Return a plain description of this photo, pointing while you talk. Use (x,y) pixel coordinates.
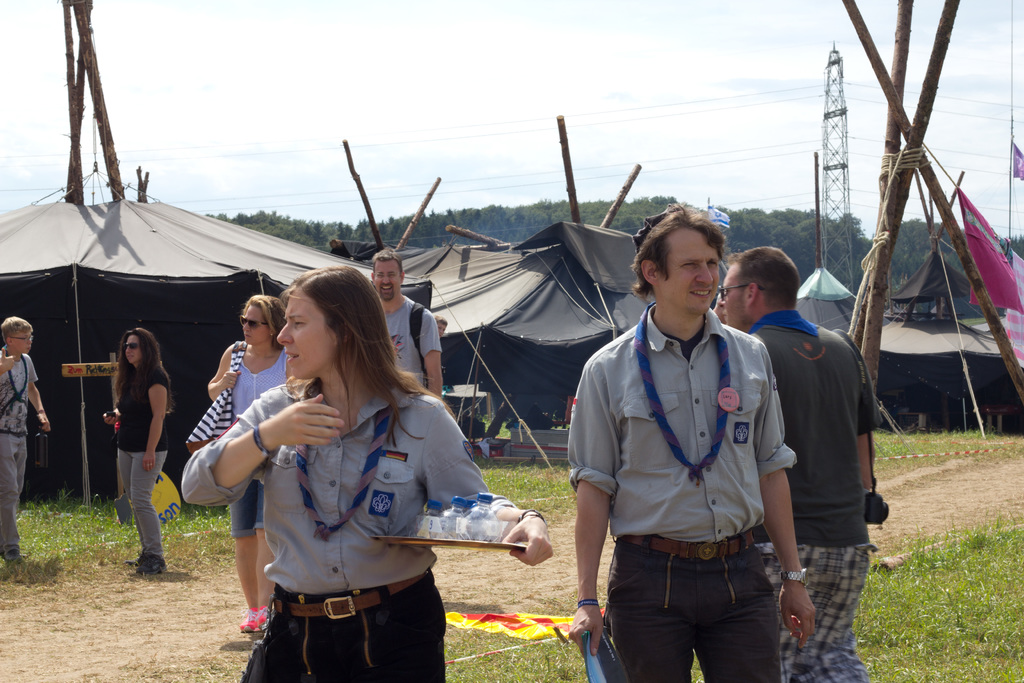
In this picture there are people (792,552), among them there is a woman (333,554) holding a tray (388,542) with bottles (491,503) and we can see tents (831,281), boards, grass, wooden poles (574,199), clothes (1003,271), flags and tower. In the background of the image (795,198) we can see trees (741,221) and sky (712,97).
